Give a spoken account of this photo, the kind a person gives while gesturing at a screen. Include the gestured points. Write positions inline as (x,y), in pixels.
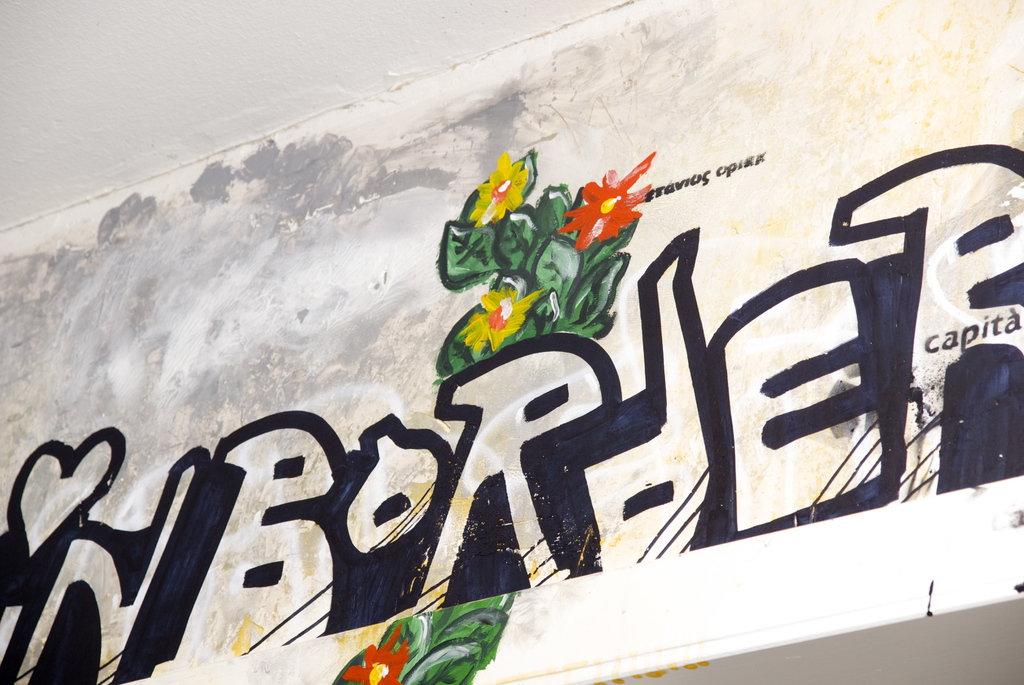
In this image I can see some text (195,557) and painting (510,278) on the wall (294,278).
